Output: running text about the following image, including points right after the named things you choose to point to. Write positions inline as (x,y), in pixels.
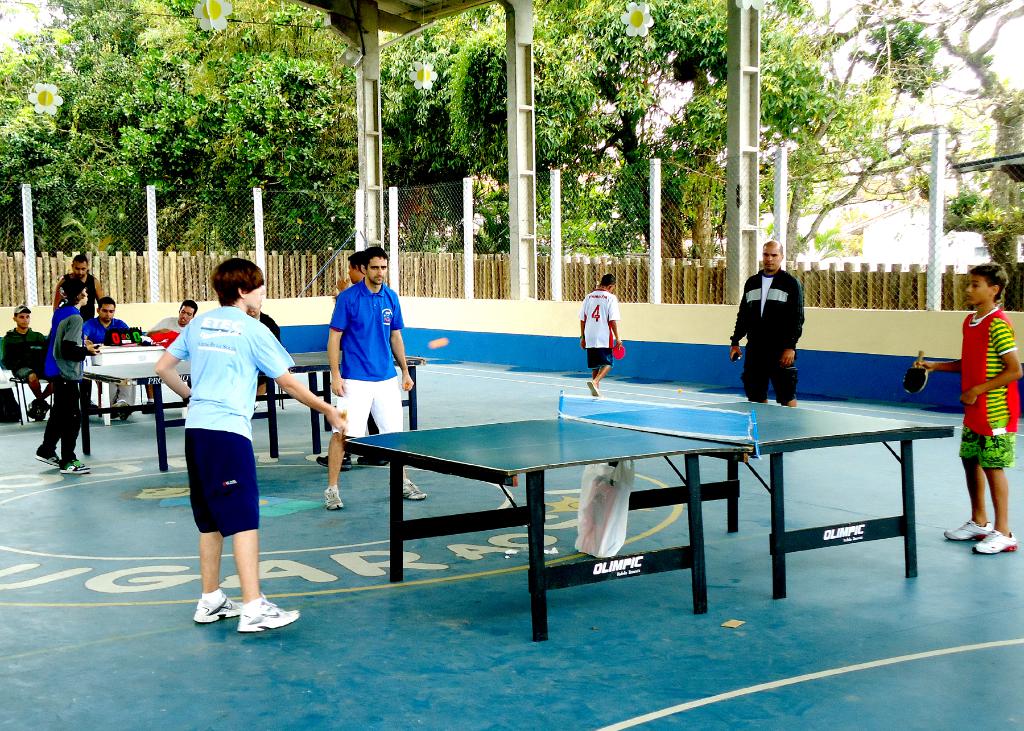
In this picture we have group of people (42,364) standing and sitting in the chair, another group of people (381,276) standing and playing table tennis and the back ground (780,56) we have wooden fence (831,279), tree (986,190), and sky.
